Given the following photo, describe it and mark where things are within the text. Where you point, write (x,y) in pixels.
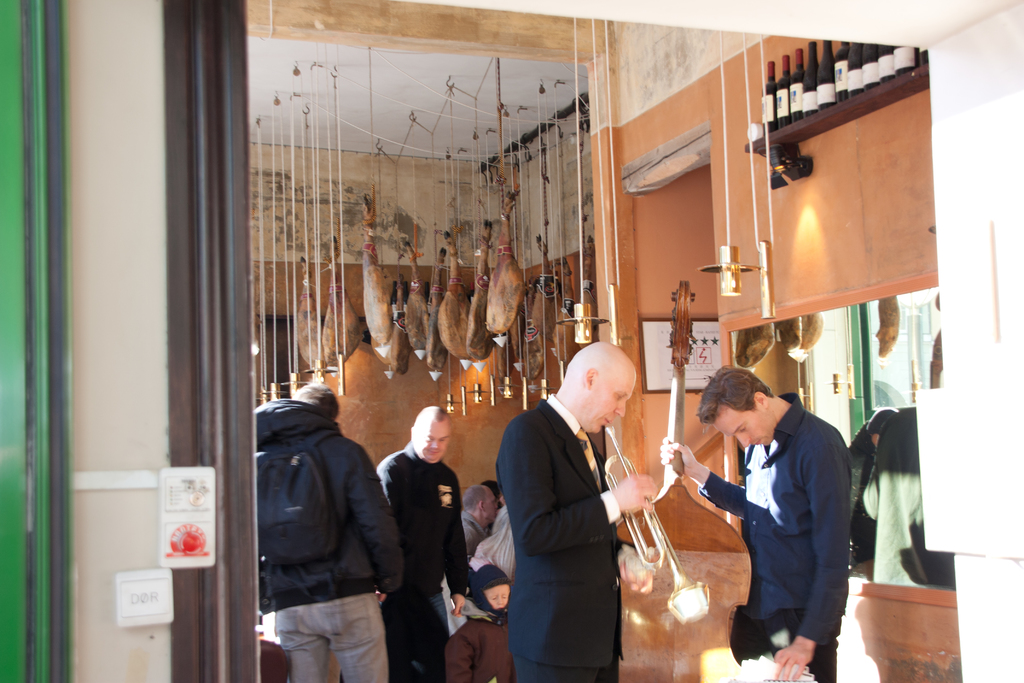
In this image in the middle (556,433) there is a man (573,476), he wears a shirt (573,428), he is playing a musical instrument (658,533). On the right (809,524) there is a man (809,524), he wears a shirt (798,545), he is holding a musical instrument (680,544). On the left (339,476) there is a man (340,520), he wears a jacket (338,534), bag (299,500), trouser (356,602), in front of him there is a man (426,511), he wears a jacket (427,497), trouser (433,657). In the middle (420,400) there are some people (508,535), musical instruments (625,604), bottles (793,89), lights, photo frames (652,378), posters (663,368) and a wall (696,100).
